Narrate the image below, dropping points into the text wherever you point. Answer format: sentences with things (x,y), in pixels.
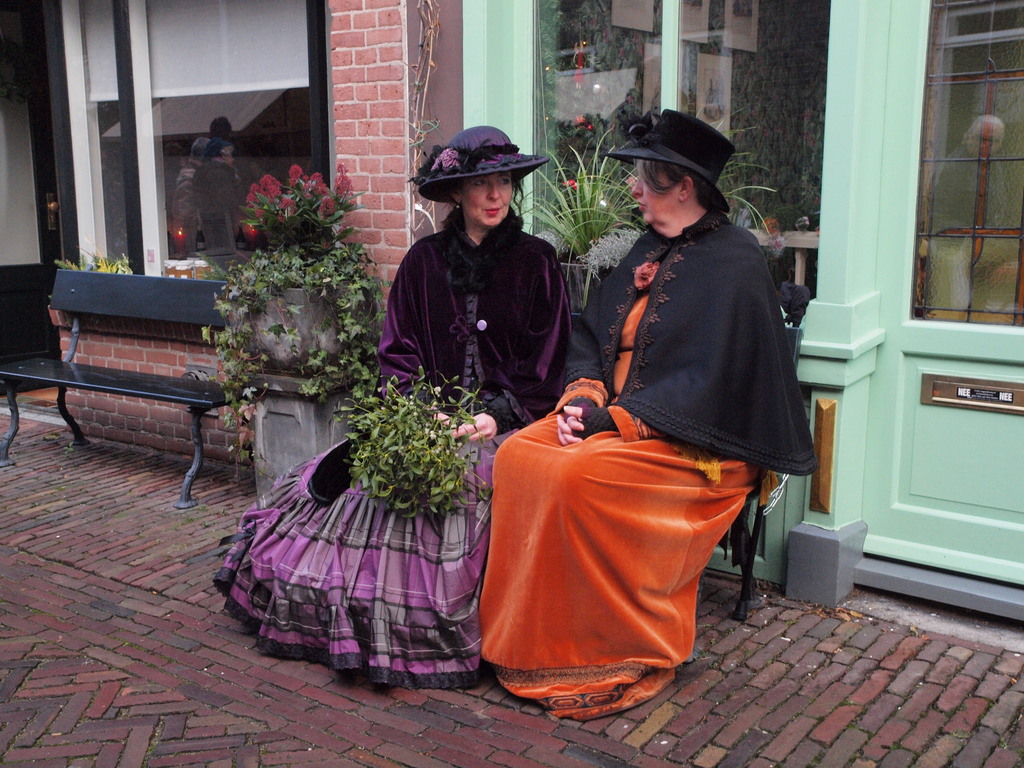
There are two ladies (730,387) sitting on chairs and one of them holding bunch of leaves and behind them there is a flower pot (281,448).
